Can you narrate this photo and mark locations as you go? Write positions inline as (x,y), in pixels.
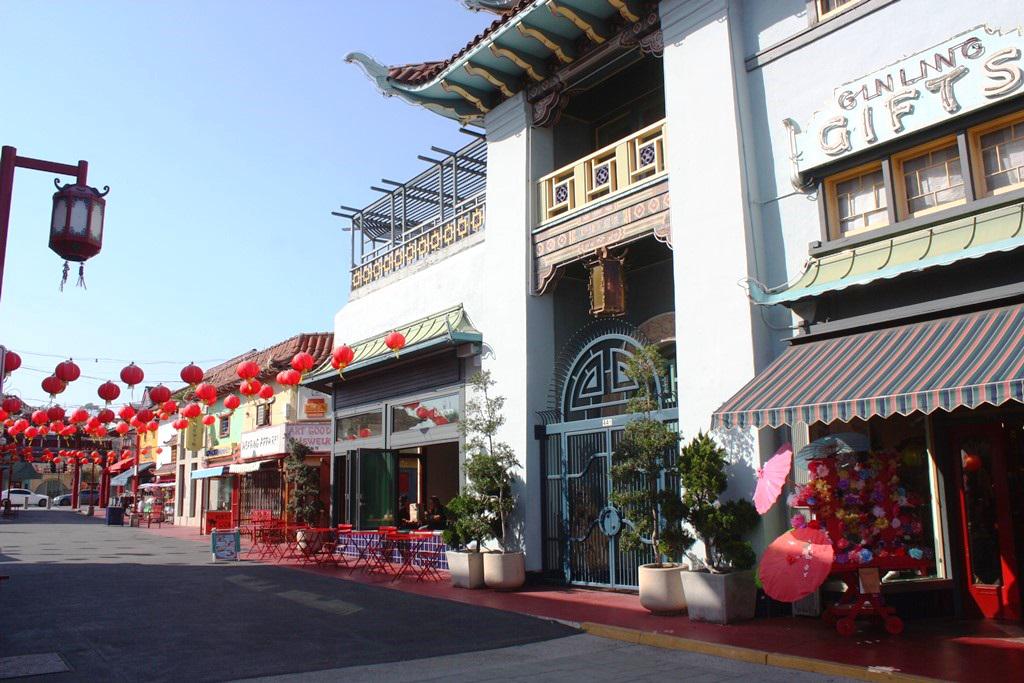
Here we can see plants (468,531), buildings (438,401), cars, umbrellas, and decorative balls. There are chairs (281,547), tables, boards (314,415), gate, poles (20,165), and a road (123,539). In the background (212,177) we can see sky (279,207).
